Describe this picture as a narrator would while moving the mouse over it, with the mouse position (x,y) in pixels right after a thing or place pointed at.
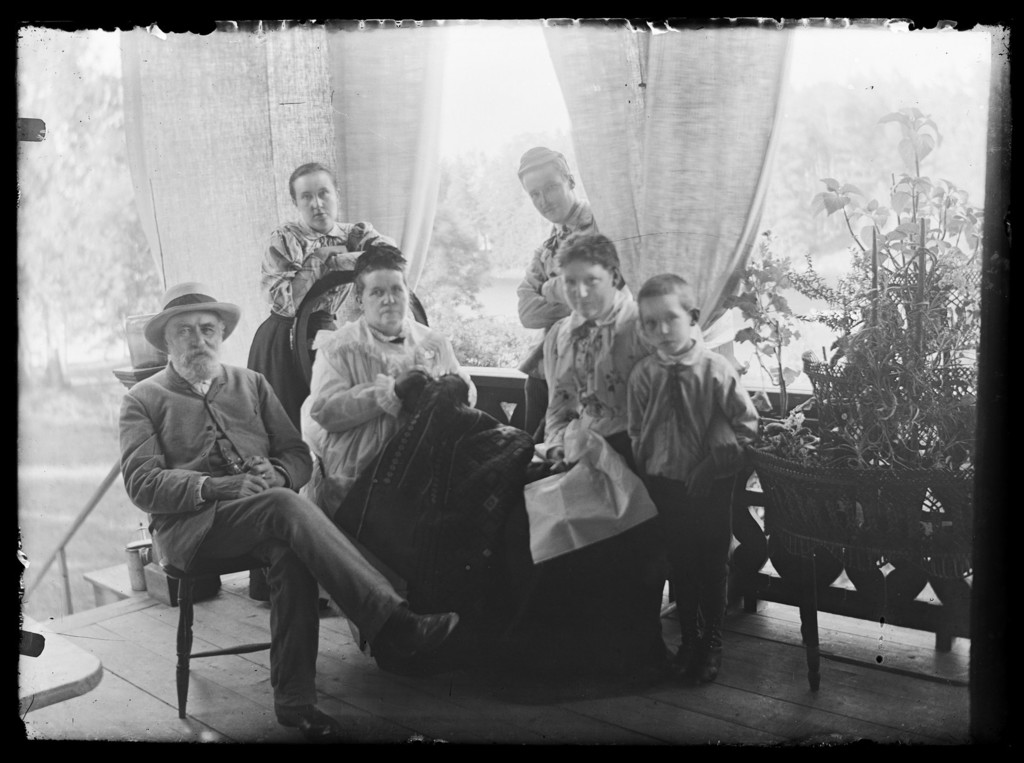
This is a black and white picture. In this picture, we see three people (288,403) are standing and three people (257,466) are sitting. They might be posing for the photo. Behind them, we see the railing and the curtains (253,96). On the right side (855,461), we see the plant pots (868,456). There are trees (498,181) in the background (822,238). This might be a photo frame (490,425).
